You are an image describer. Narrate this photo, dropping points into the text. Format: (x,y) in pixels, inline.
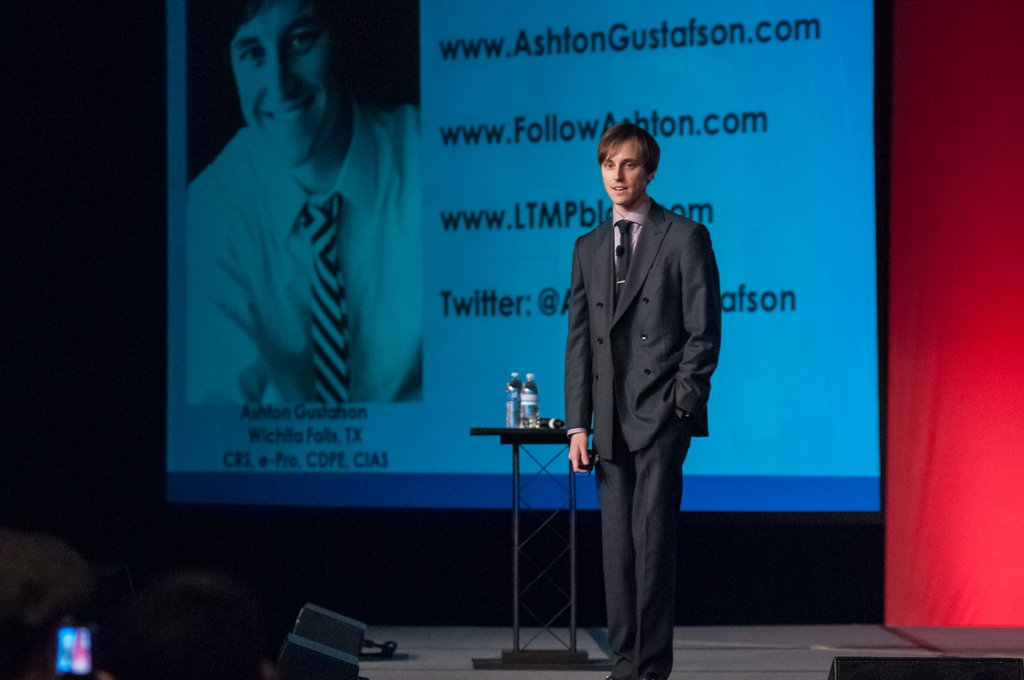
In this image there is a person (652,589) standing on the stage (846,647). He is wearing suit (651,312) and tie (623,298). Beside him there is a table (527,442) having few bottles (525,421) and a mike (548,425) on it. Left bottom there is a mobile (74,653) visible. Background (338,240) there is a screen (426,175) having picture of a person (335,227) and some text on it.
